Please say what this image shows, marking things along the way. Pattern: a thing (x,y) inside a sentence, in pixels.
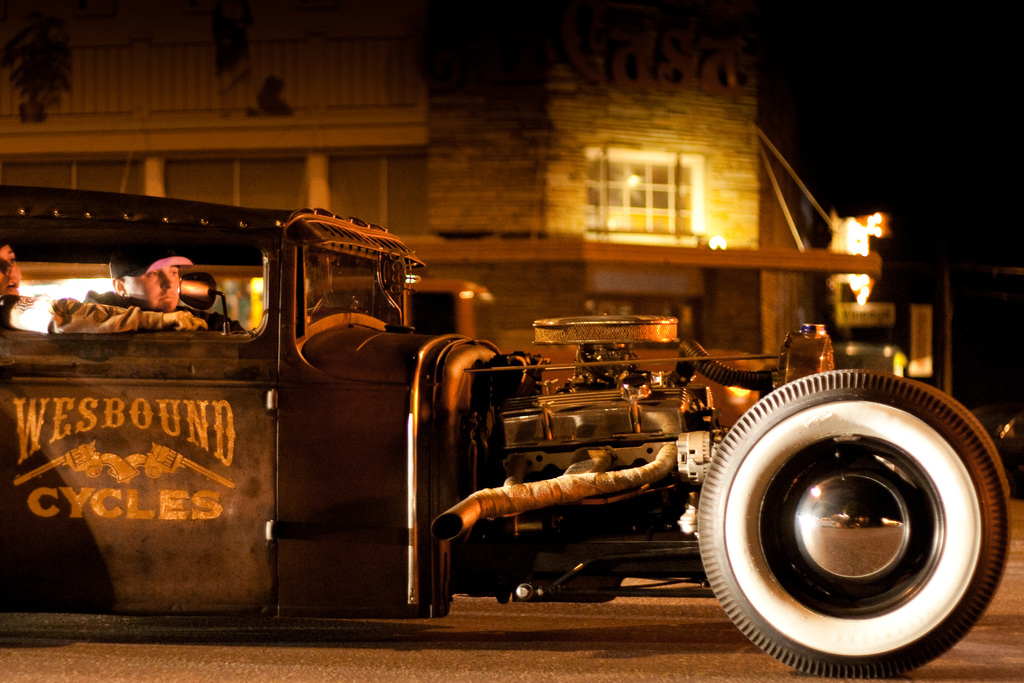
In the foreground of the picture (441,450) there is a car (231,505) on the road (210,635). The background (940,265) is blurred. In the background (477,126) there is a building (613,171).
